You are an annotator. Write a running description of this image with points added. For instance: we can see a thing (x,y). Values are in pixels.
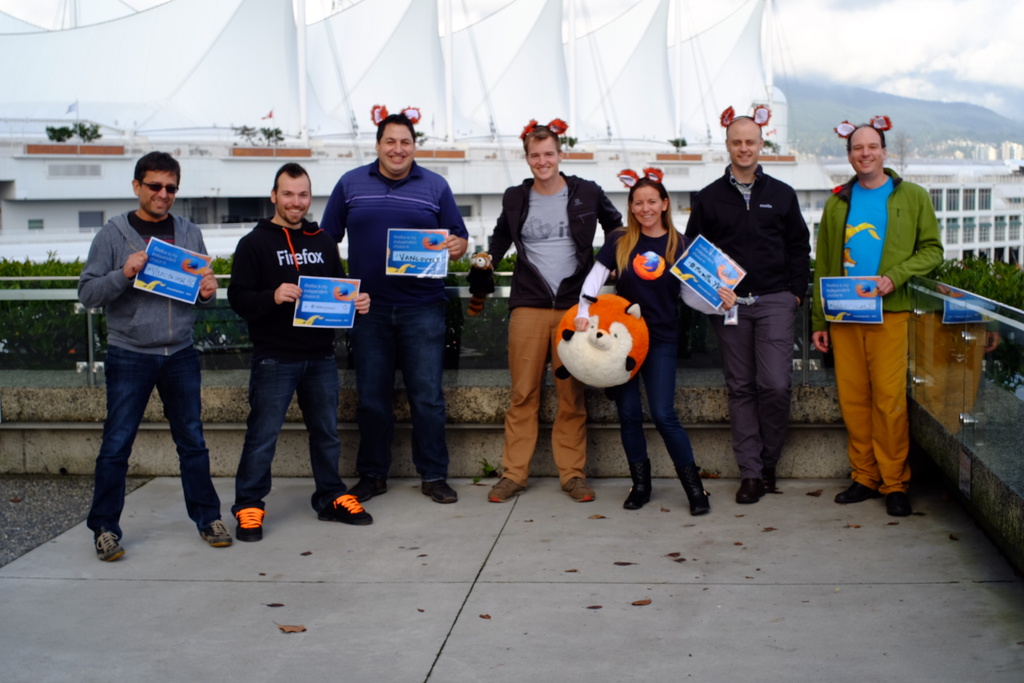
In this image there are a few people (867,359) standing with a smile on their face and they are holding some posters (349,312) with text (401,243) on it, one of them is holding a toy (598,309) in her hand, behind them there is a wall (31,290) with glass (963,309) and plants (224,266). In the background (49,214) there are buildings (581,97), mountains (899,115) and the sky (894,33).
